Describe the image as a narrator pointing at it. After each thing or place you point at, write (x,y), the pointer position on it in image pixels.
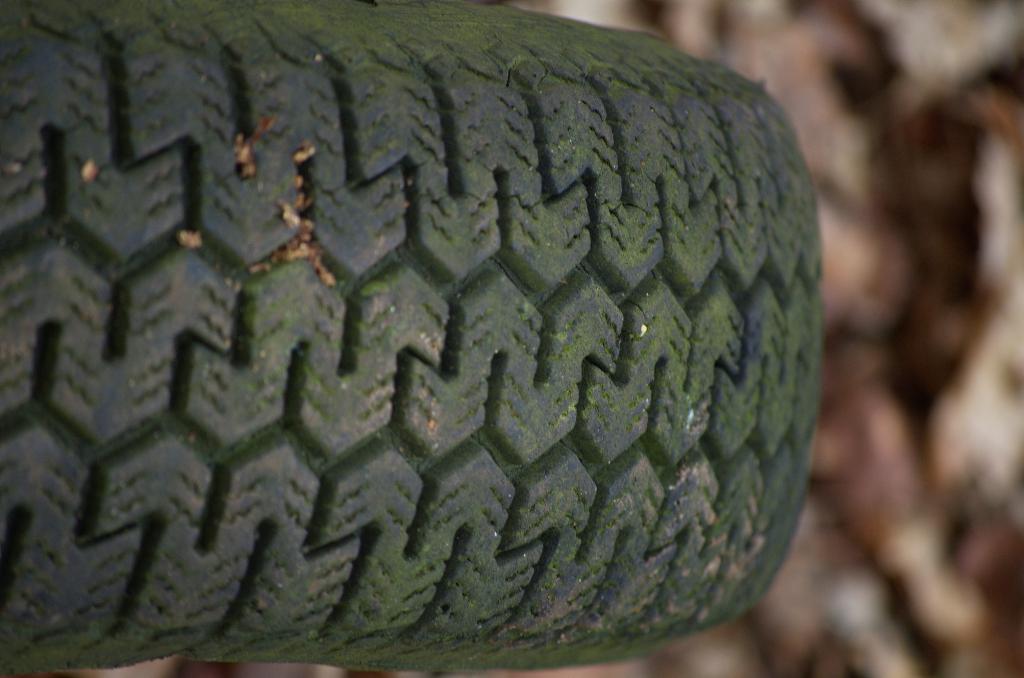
In this image we can see a tire (507,434).
